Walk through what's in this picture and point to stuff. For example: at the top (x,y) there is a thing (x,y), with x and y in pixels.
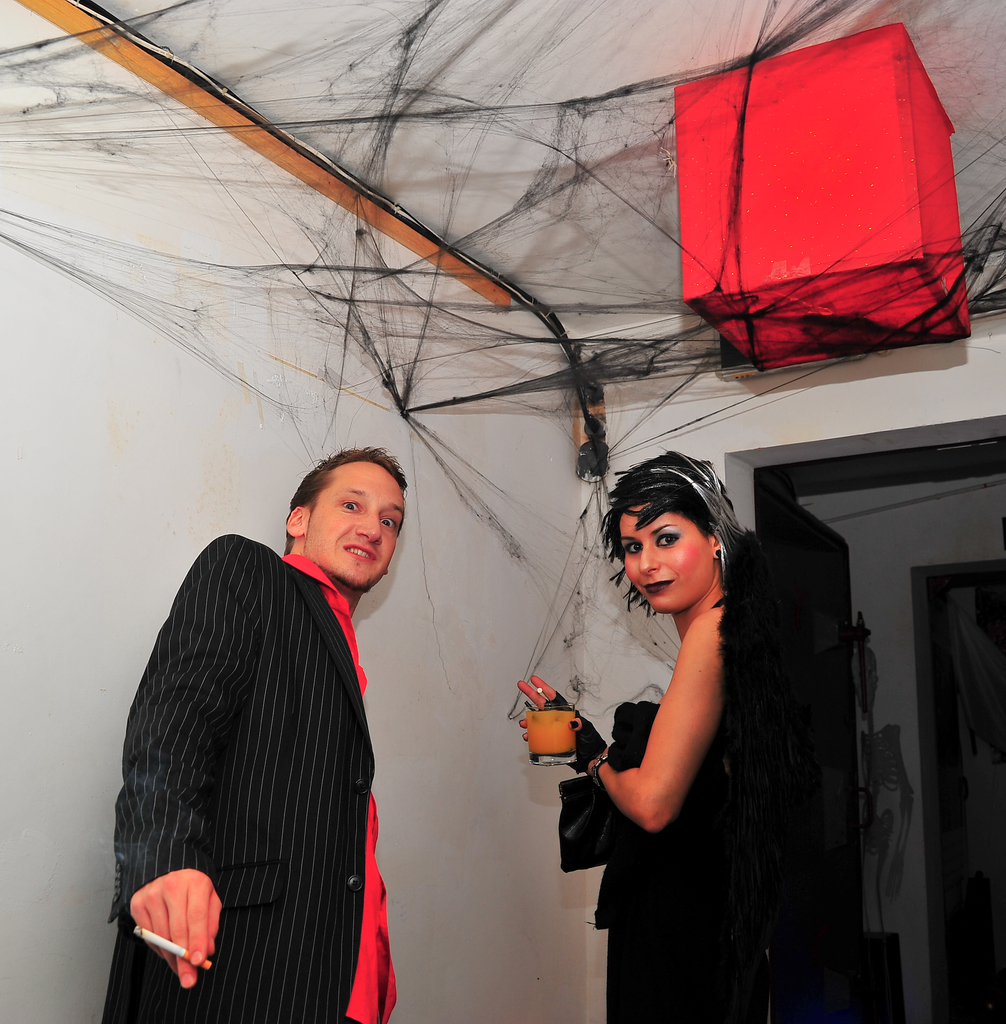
In this picture there is a man (271,710) wearing black color coat (262,881) holding a cigarette (187,959) in the hand (206,914) and giving a pose into the camera. Beside there is a girl (654,774) wearing black color dress (694,855) smiling and giving a pose. Above there is a red color box (876,126) in the black net (560,270).
